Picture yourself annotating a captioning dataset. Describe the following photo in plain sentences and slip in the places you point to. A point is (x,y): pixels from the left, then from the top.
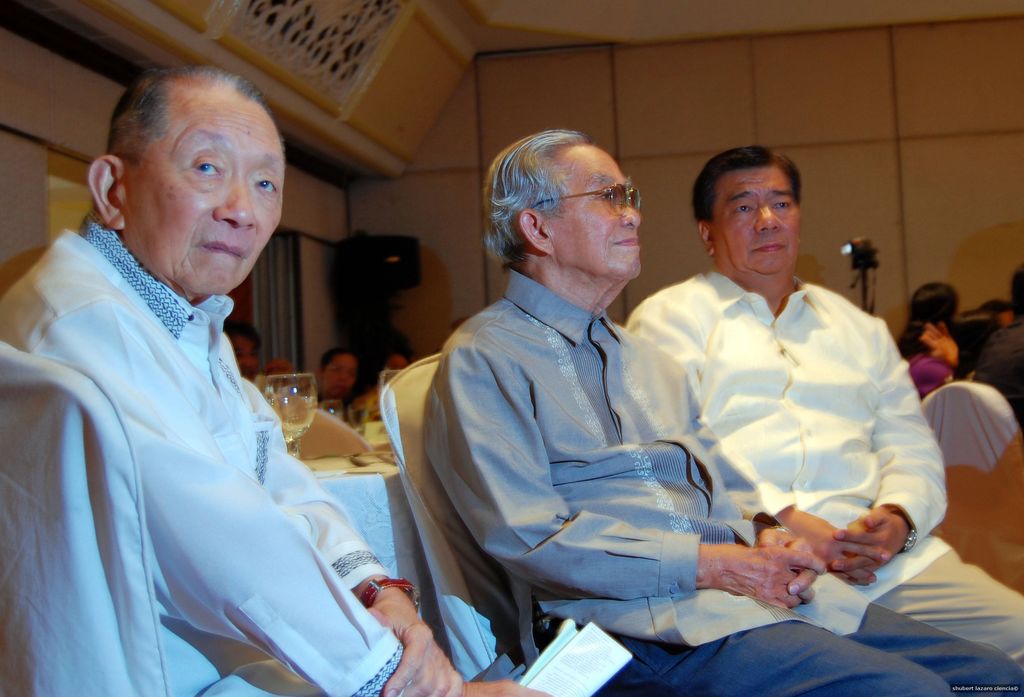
In this picture we can see three men (574,452) sitting on chairs (99,423) and a man (231,527) holding papers (590,654) with his hand (444,660) and at the back of them we can see some people (991,366), glasses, speaker (372,267), wall (403,180) and some objects (332,50).
